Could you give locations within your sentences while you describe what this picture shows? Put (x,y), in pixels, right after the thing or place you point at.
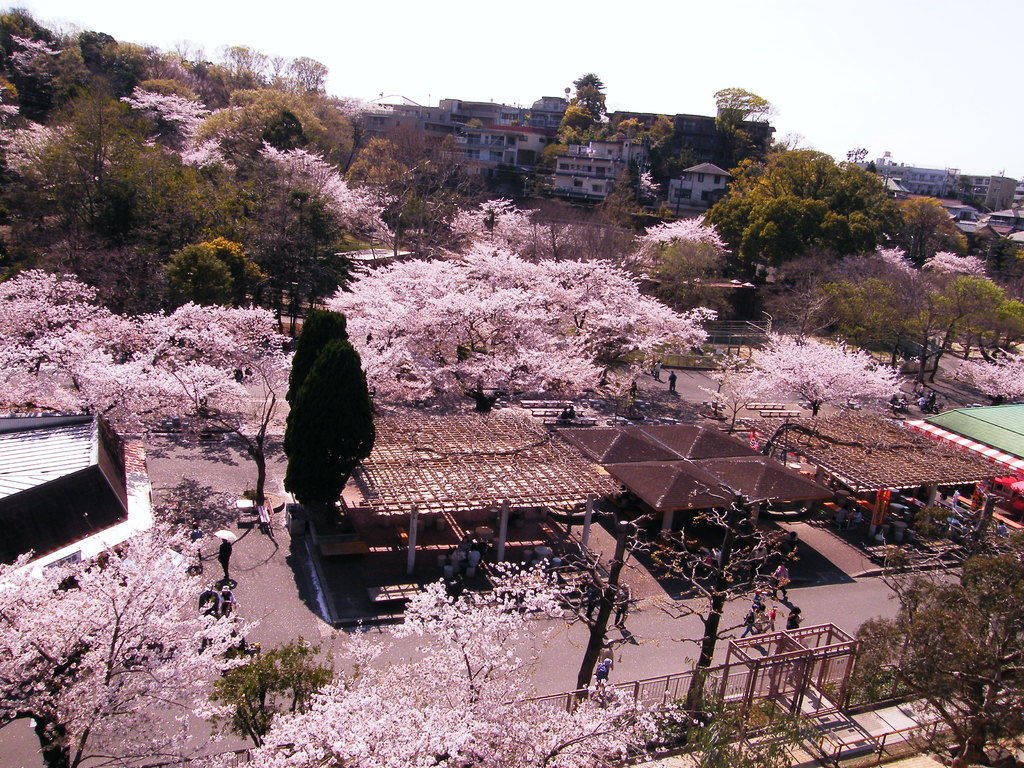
In this picture we can see trees (349,391), people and sheds (131,515). At the bottom of the image (689,675), there is a fence (651,692). At the top of the image (461,124), there are buildings (671,187) and the sky (790,63).
